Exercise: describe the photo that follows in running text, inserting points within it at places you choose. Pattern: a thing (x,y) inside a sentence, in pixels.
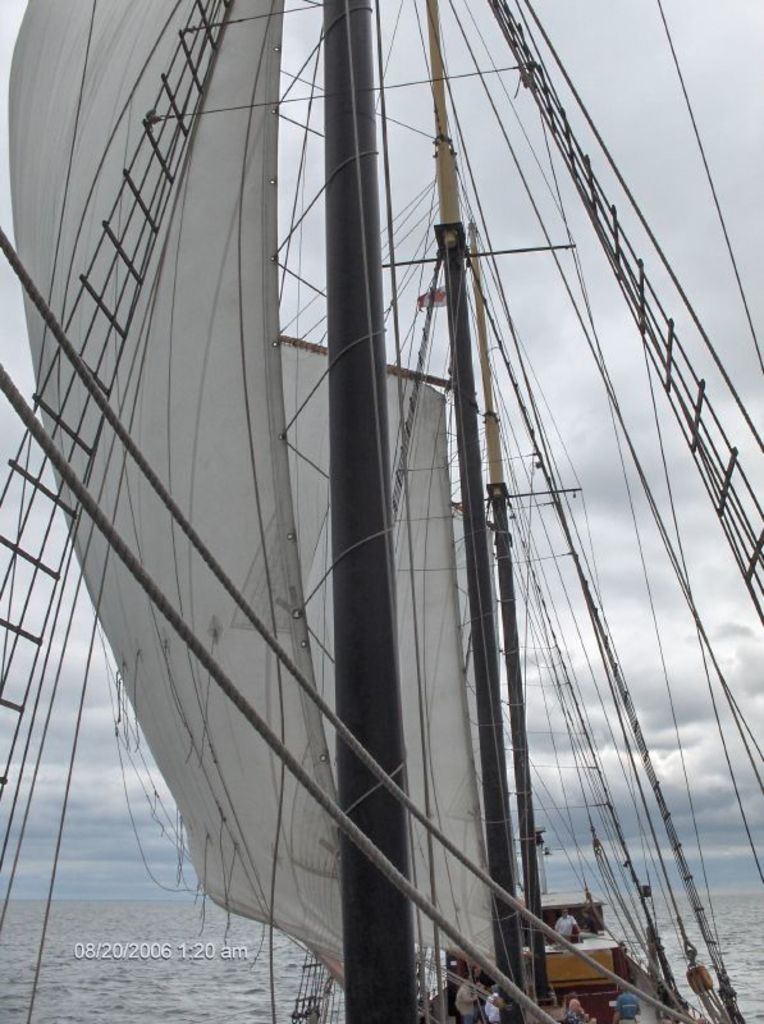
It is a ship (611,1020) and this is the white color cloth (249,526). At the down there is water (167,960), at the top (562,318) it's a cloudy sky (739,127).
